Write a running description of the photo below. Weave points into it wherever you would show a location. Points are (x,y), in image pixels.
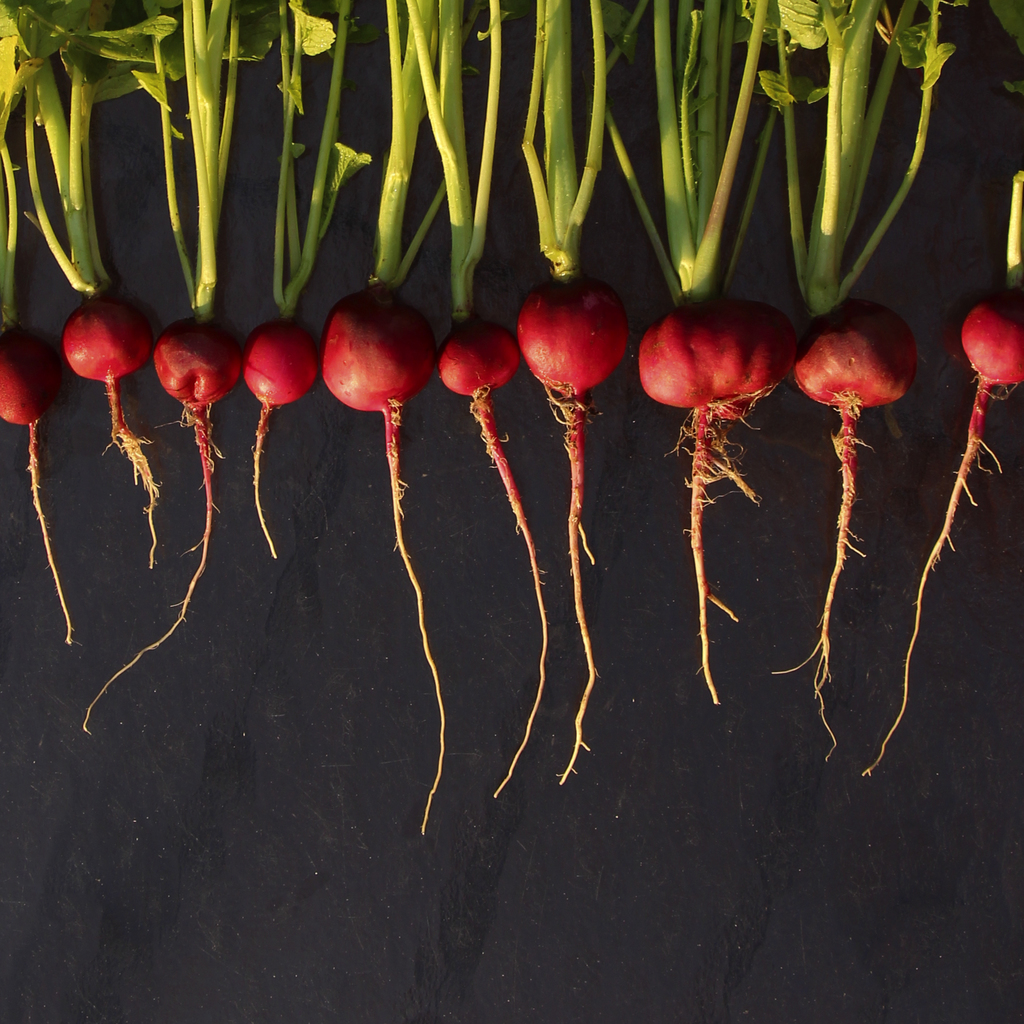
In this image, we can see few radishes (53,390) with stems (707,215), leaves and roots (581,535) on the black surface (478,736).
